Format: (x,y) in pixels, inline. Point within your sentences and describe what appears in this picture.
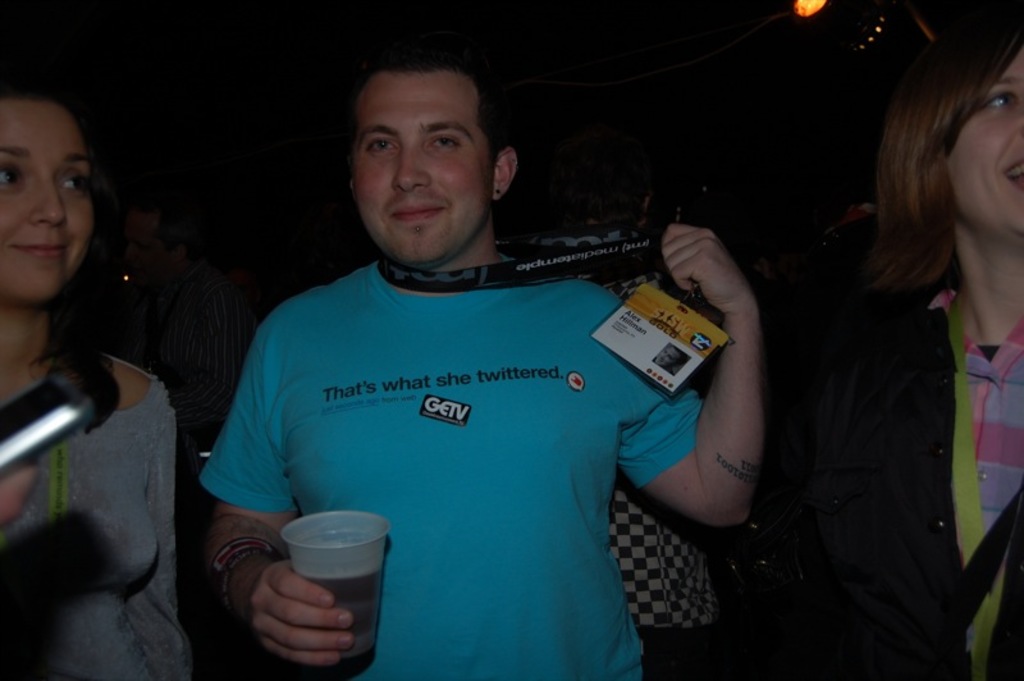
In this picture a man (415,253) is standing and he is wearing a blue color t-shirt (403,381), and holding a glass (338,587) and some liquid (351,588) in it. he is catching an id card (696,330) in his hand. and beside him a woman (99,286) is standing, and here another woman (942,163) is standing she is wearing a jacket (924,313), she is smiling.
